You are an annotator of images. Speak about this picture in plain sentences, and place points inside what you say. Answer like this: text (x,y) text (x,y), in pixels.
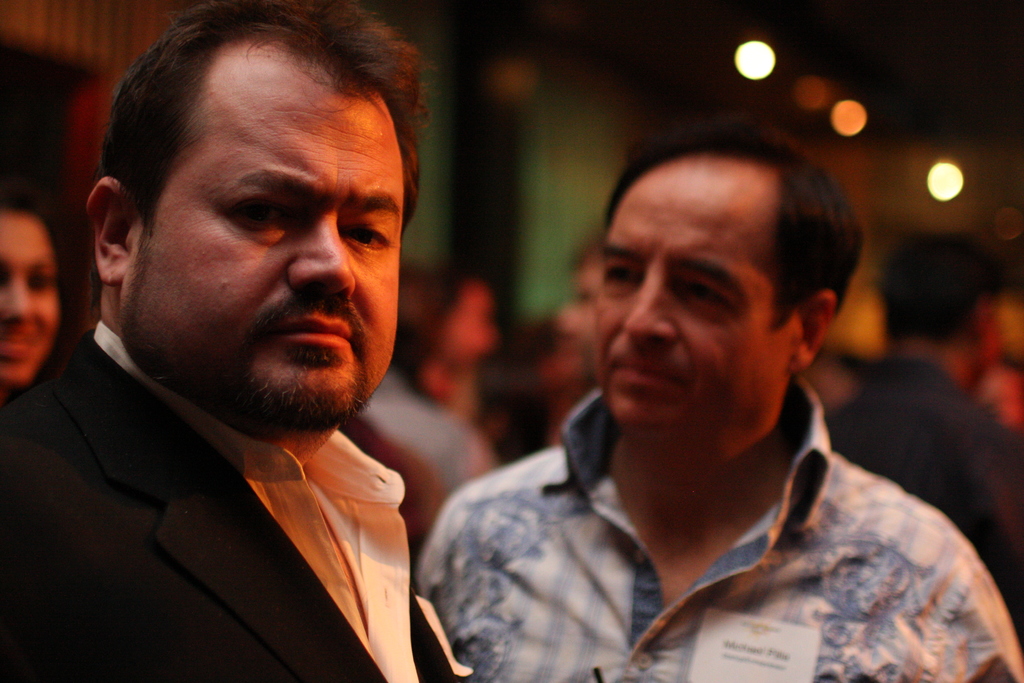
In this image I can see few people (409,601) with different color dresses (406,561). In the background (568,346) I can see few more people (554,355) and the lights (851,132). But the background (544,340) is blurred.
